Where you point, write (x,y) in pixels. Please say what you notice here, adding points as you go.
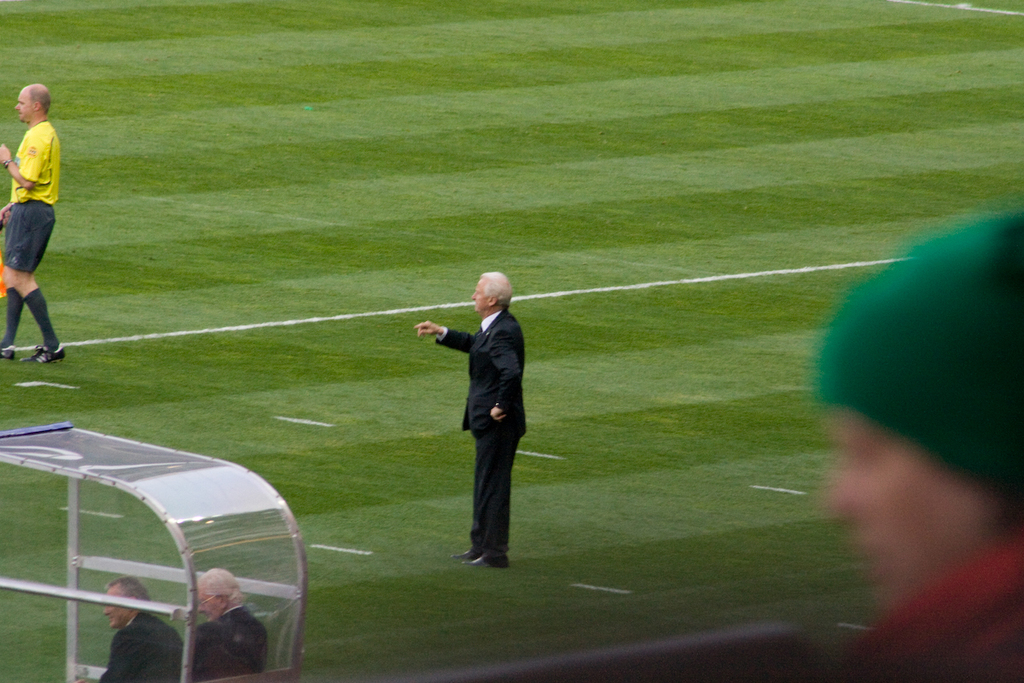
In this image a person (480,391) wearing a black suit (490,395) is standing on the grass land (482,604). Left side (54,157) a person (56,183) wearing a yellow shirt (56,183) is walking on the land (55,502). Left bottom there is a cabin (104,576) in which two persons (145,651) are there. Right side (852,365) there is a person (898,387) wearing green cap (933,319) and red shirt (921,643).
